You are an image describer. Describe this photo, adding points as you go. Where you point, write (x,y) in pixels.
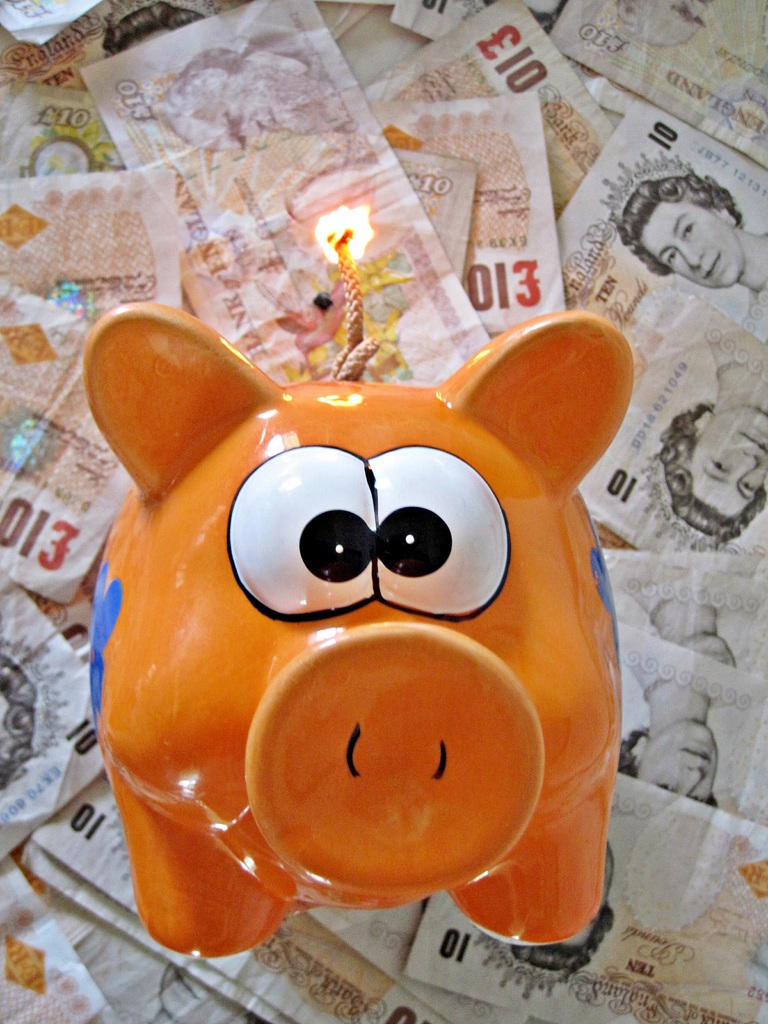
There is a toy (167,779) present in the middle of this image (319,426). We can see currency notes (719,388) in the background (478,219).
